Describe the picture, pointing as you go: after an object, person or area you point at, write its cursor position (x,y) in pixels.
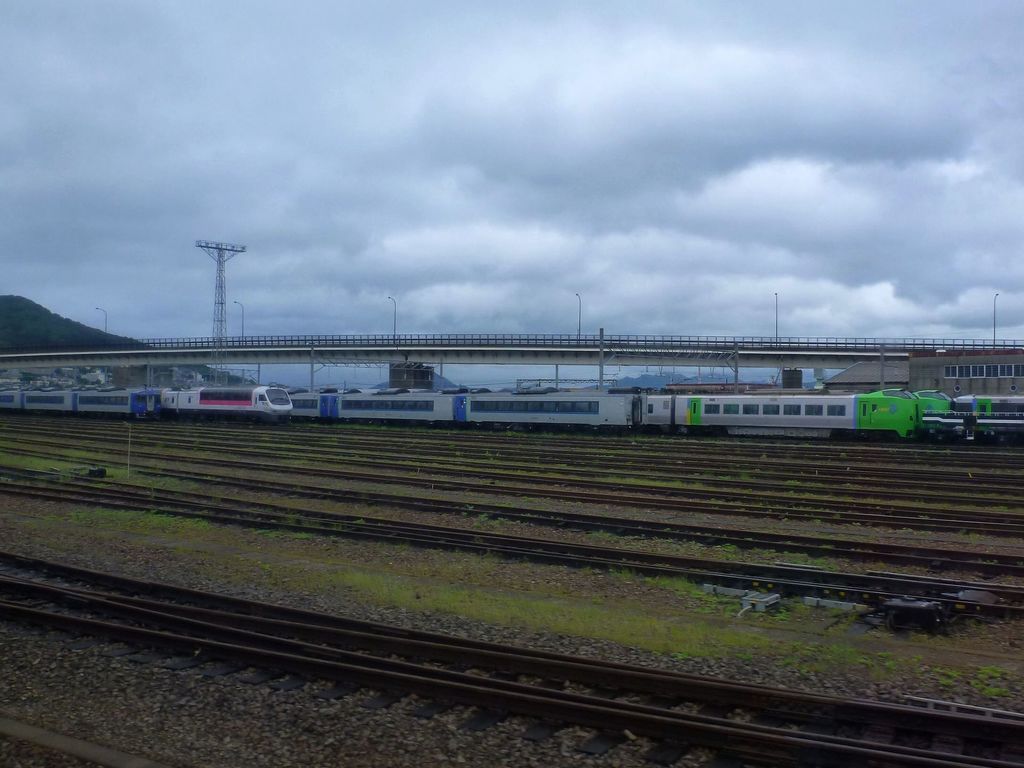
This picture is clicked outside. In the foreground (914,552) we can see the green grass (555,606), gravel (305,605) and the railway tracks (207,501). In the center (372,389) we can see the trains (1004,433) seems to be running on the railway tracks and we can see the poles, bridge (317,355), lamp posts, and in the background (553,106) we can see the sky (650,171) which is full of clouds (727,315) and we can see the trees (43,327) and some other objects (703,391) and the buildings (715,383).
